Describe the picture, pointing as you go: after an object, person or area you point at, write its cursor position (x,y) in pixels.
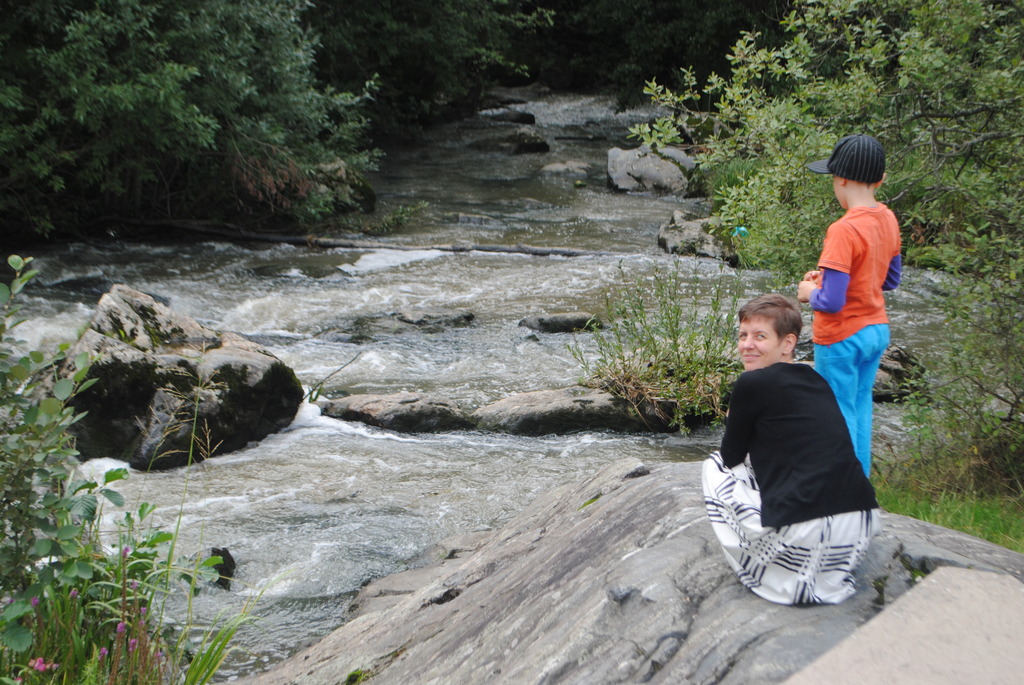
In the picture we can see waterfalls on the rock surfaces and we can see one woman (851,465) is sitting on the rock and smiling and turning behind and we can see a boy (811,276) standing beside her and in the background (804,141) we can see plants (300,111).
